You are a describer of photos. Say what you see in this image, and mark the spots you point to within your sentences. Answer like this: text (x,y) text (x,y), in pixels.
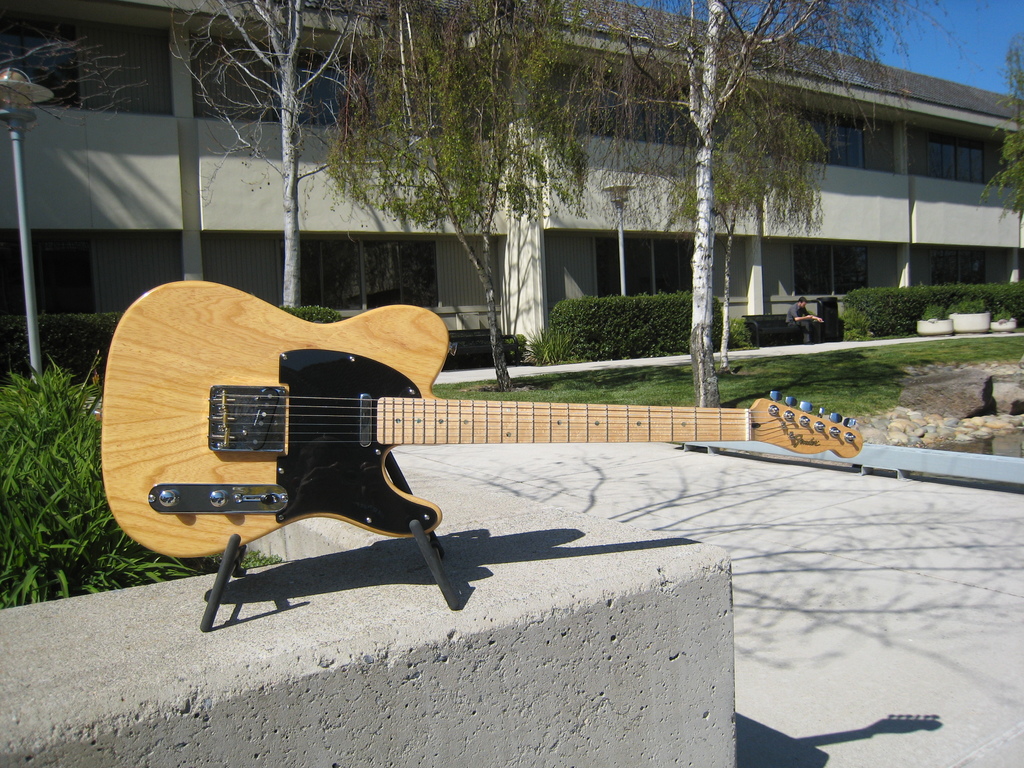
In this image i can see a guitar (279,337) and few plants (39,469). In the background (163,210) i can see a building (196,198), few trees (720,152), a person (813,317) sitting on a bench (768,322) and the sky (944,47).
